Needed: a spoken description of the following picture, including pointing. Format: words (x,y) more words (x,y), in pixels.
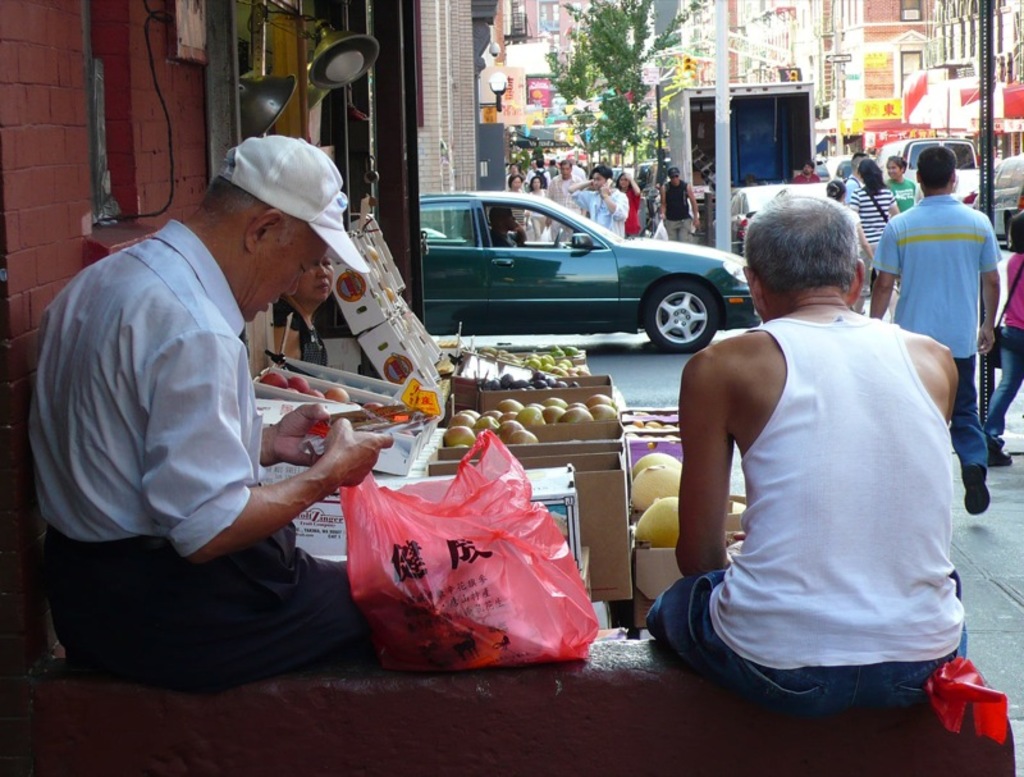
In this image two persons (157,433) are sitting on the wall (580,680). Left side person (154,479) is wearing a shirt (206,320), cap (271,187) and he is holding a bag (459,565) in his hand (343,471). Beside him there are few boxes (594,479) having fruits (388,413) in it. Behind the boxes (335,376) there is a woman (311,340). There are few vehicles (632,307) on the road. Few persons (863,239) are walking on the pavement (1023,510) having poles (726,226) and trees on it. Background (1007,22) there are few buildings (498,22).
